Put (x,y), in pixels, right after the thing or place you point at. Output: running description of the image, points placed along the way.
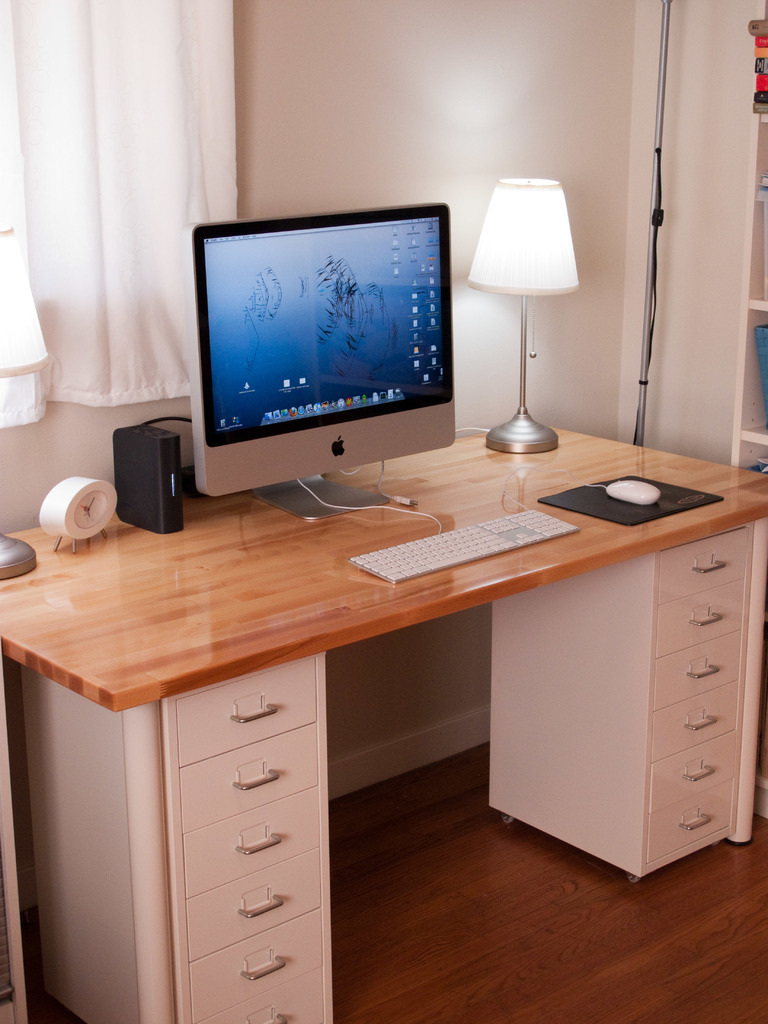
The image is inside the room (595,322). In the image there is a table (422,590), on table (360,587) we can see a keyboard (475,541), mouse (641,485), monitor (357,367), speaker (156,469), clock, lamp (506,281) on left side (110,156) there is a curtain (123,267) and right side (759,310) there is a shelf (759,270) in background (527,21) there is a wall (442,77) which is in white color.
